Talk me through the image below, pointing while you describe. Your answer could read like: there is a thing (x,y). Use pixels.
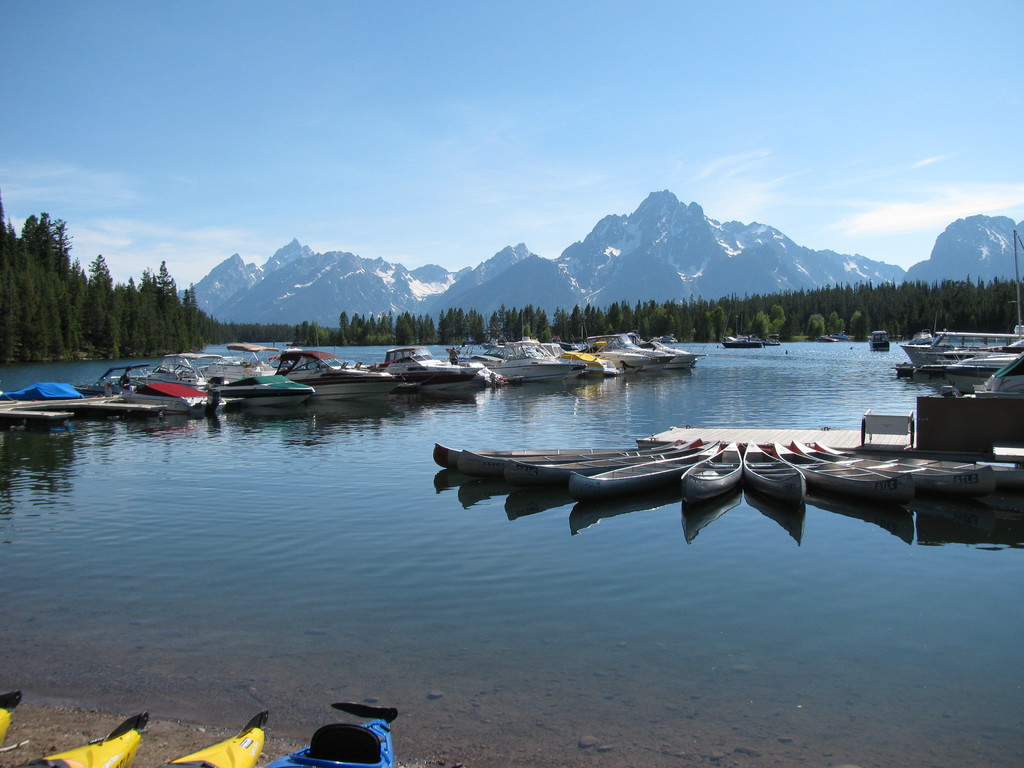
In this image I can see the water (687,669), few boats (678,473) which are white, blue, yellow, green and red in color on the surface (380,443) of the water (497,505) and in the background (792,313) I can see few trees (706,304), few mountains (561,303), some snow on the mountains (577,250) and the sky (469,162).
